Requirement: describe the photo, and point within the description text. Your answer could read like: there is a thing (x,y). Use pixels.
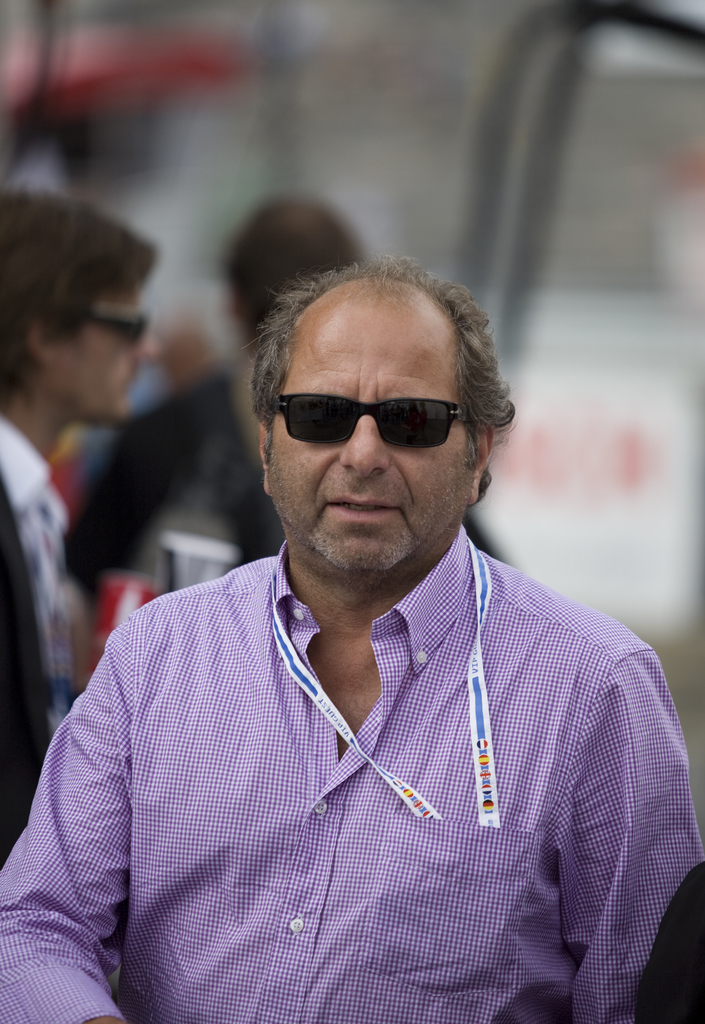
This image consists of a man (495,624) wearing purple checked shirt (319,813). He is also wearing black shades (352,433). In the background (40,428), there are many people (5,396). The background (592,551) is blurred.
